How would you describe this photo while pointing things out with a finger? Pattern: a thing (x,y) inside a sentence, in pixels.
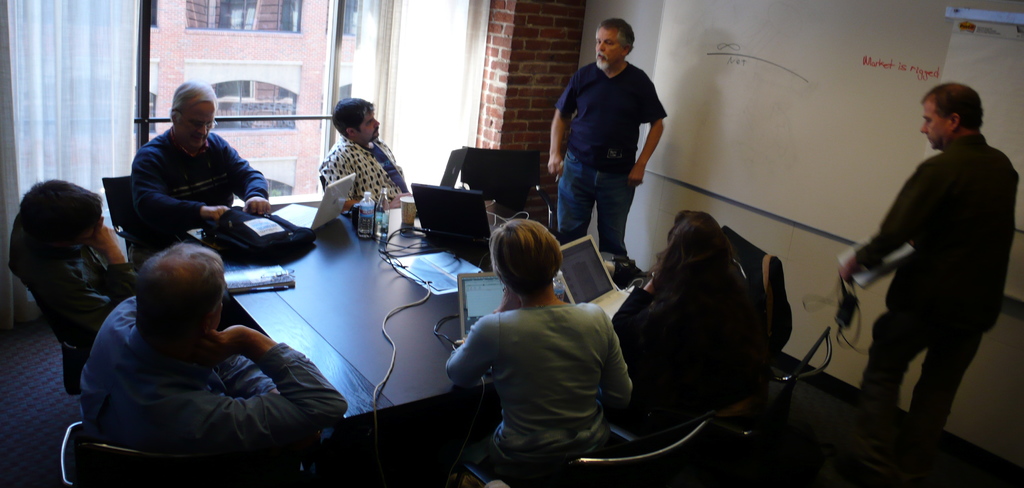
In this image we can see two persons (845,257) are standing, in front there is a white board (758,155), here are group of people (199,216) sitting on the chairs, in front (342,243) here is the table (327,253), and laptop (477,227) on it, here are the wires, here are the bottles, and some objects (258,222) on it, there is the window glass (234,110), there is the curtain (53,69), there is a building (348,17).
